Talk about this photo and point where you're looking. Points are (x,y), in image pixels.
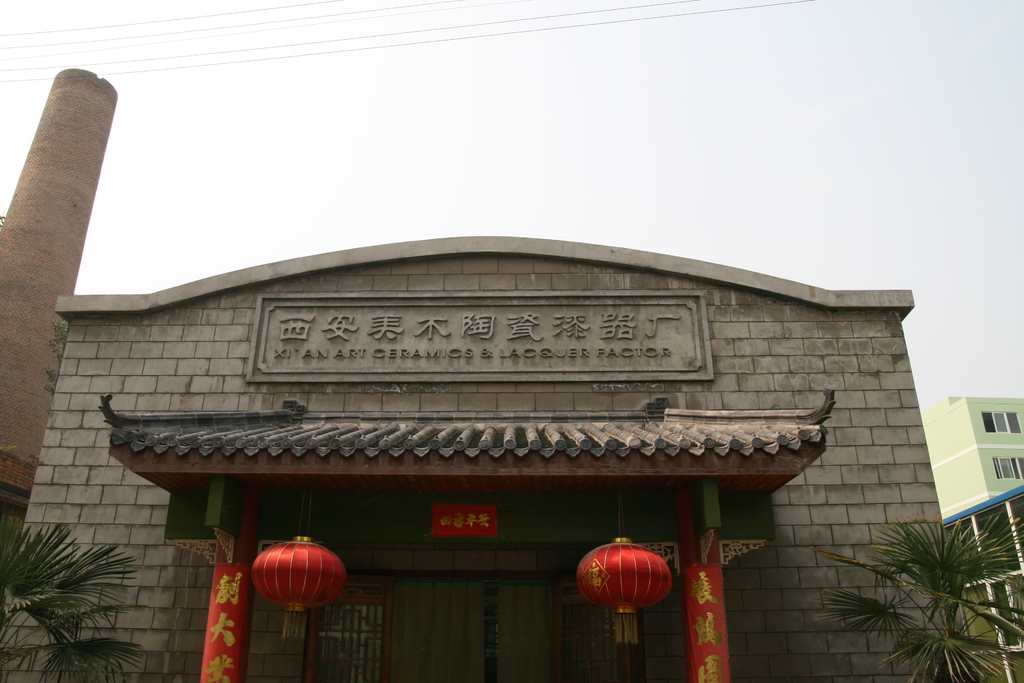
In this image there is a building (470,423) in the center (459,401) with some text (560,351) written on the wall (469,343) of the building (437,358) and there are two objects (333,570) which are red in colour hanging and there are plants (920,611) in front of the building (177,574). On the right side (980,485) there are buildings (993,472) and there are windows (1001,430).
